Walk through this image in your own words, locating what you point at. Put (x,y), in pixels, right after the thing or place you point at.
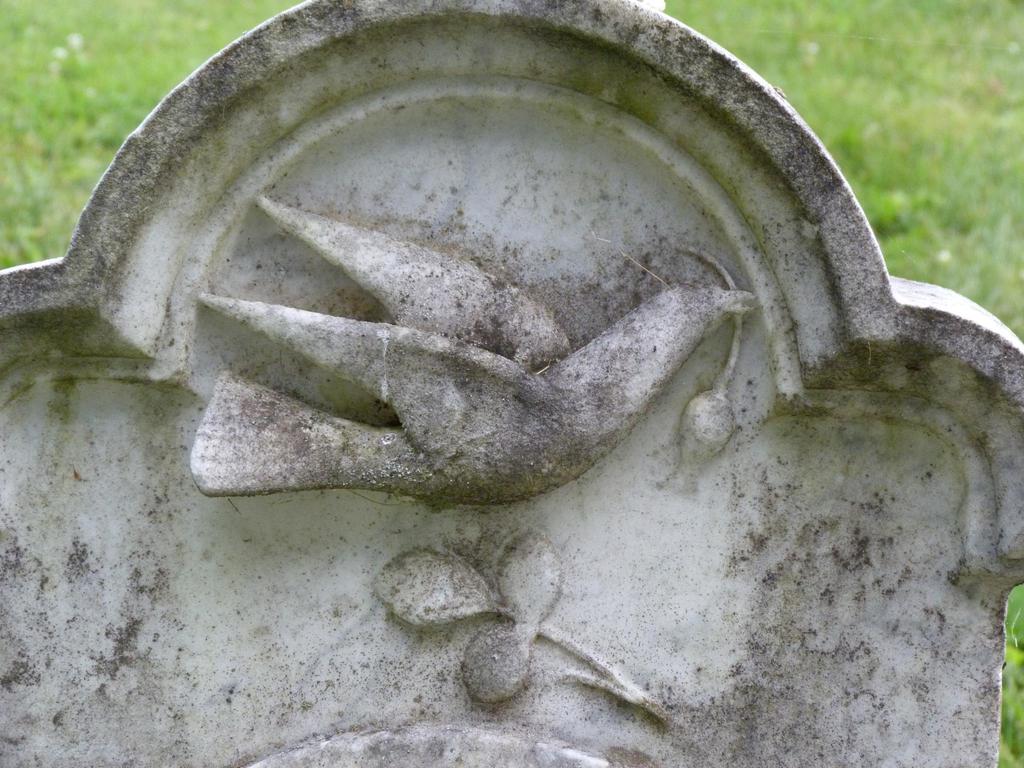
In the picture we can see a gravestone (433,620) on it we can see a sculpture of a bird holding a flower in its mouth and behind the stone (904,755) we can see a grass surface (906,89).
